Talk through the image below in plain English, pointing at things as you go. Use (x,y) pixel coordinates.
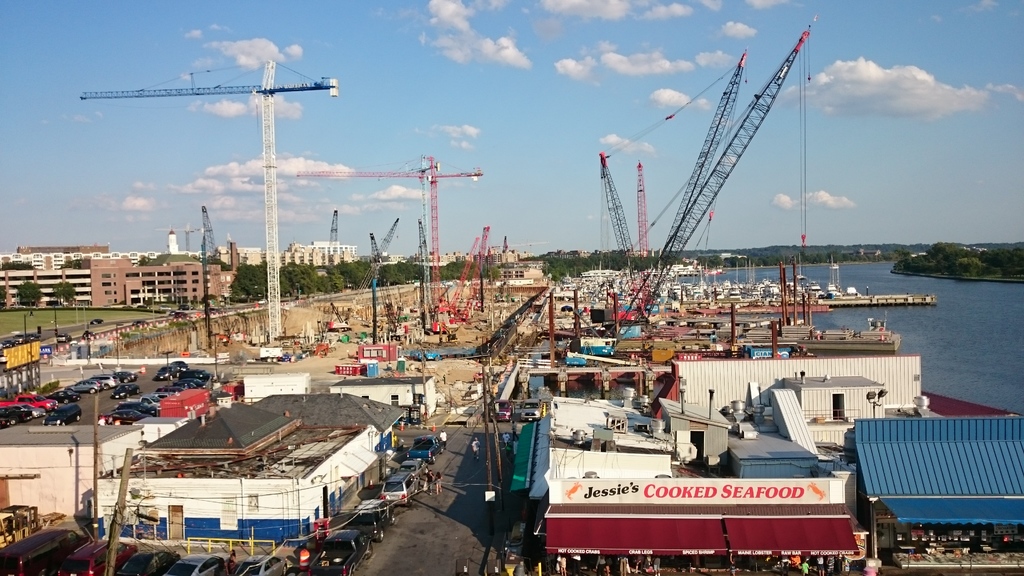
There are many buildings (740,444). Also there are many vehicles (136,572) and tower cranes (703,211). In the background (523,231) there are trees (945,268), water (909,335) and sky (563,88) with clouds (575,68).
